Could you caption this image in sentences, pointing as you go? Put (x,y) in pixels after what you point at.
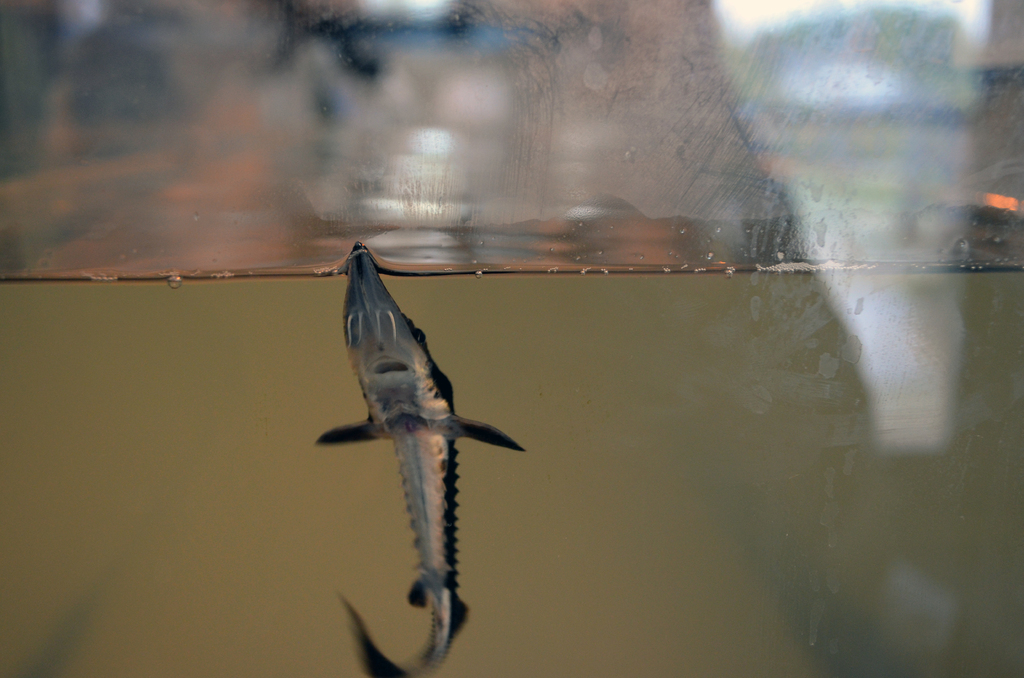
This picture looks like a fish (350,430) in the aquarium (750,493) and i can see water (635,358).
